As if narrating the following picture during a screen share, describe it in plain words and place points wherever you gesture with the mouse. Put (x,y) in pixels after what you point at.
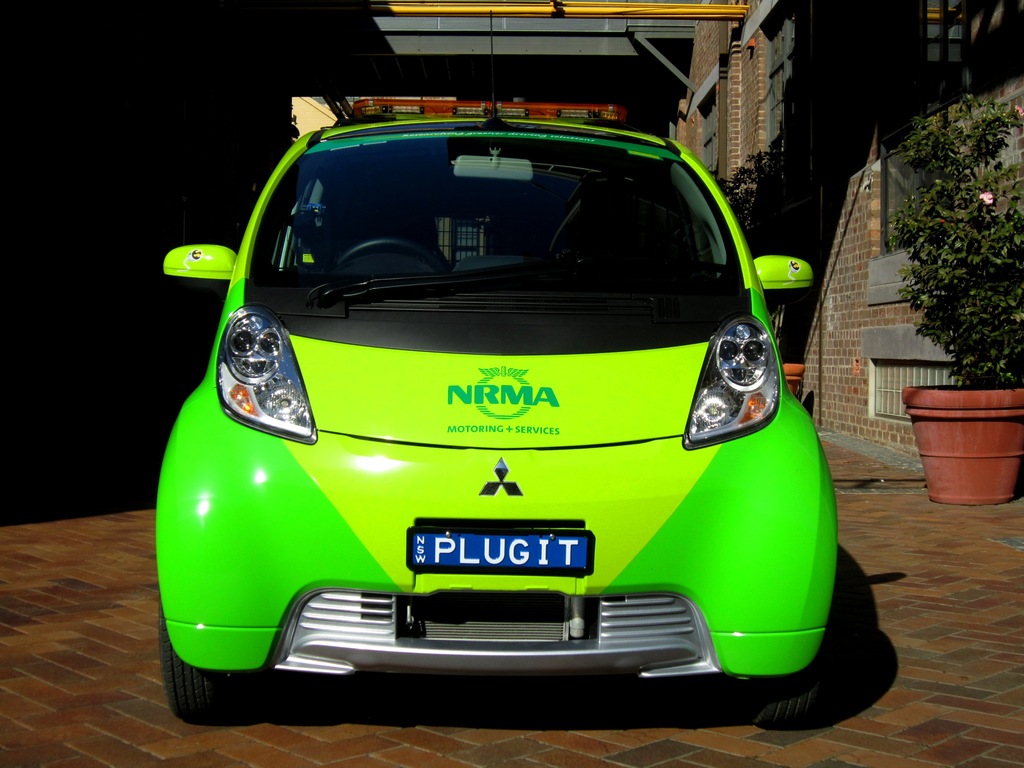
In the picture we can see a car (789,709) which is parked on the path (991,644) and the car (588,184) is green in color and to it we can see headlights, side mirrors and windshield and beside the car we can see a building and near to it we can see a houseplant (975,211).
